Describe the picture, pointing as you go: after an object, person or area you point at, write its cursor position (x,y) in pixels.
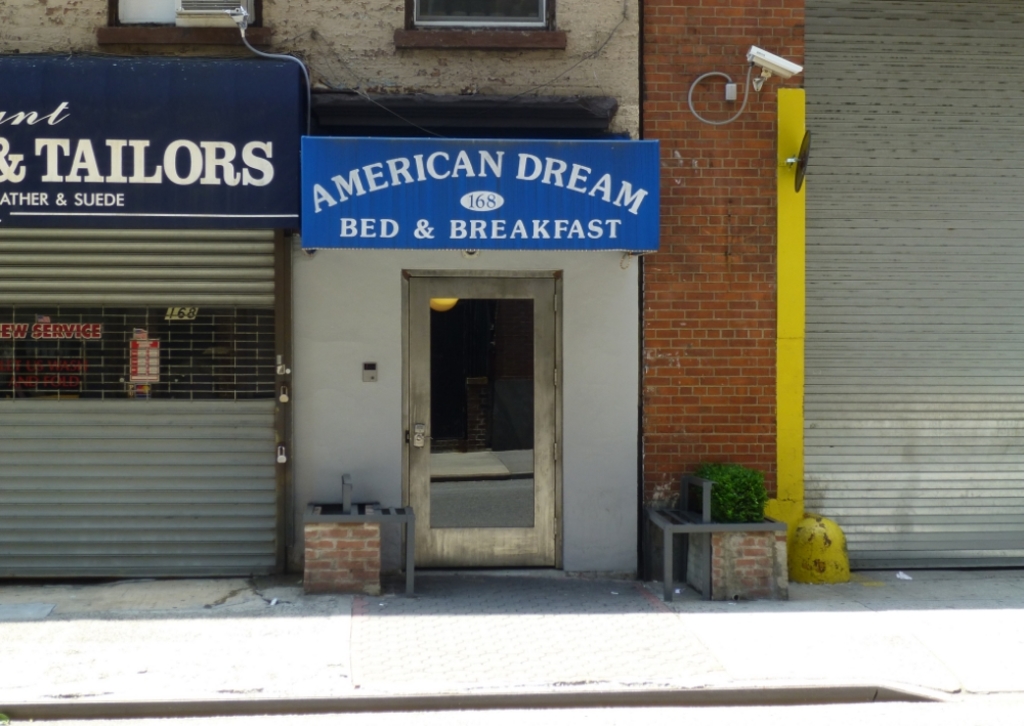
In this image I can see on the left side (194,379) there is the shutter (197,388), in the middle (471,367) it is the store (507,352). There is a cc camera (764,63) on this wall (756,110), at the bottom (735,515) there is the plant (737,487).
